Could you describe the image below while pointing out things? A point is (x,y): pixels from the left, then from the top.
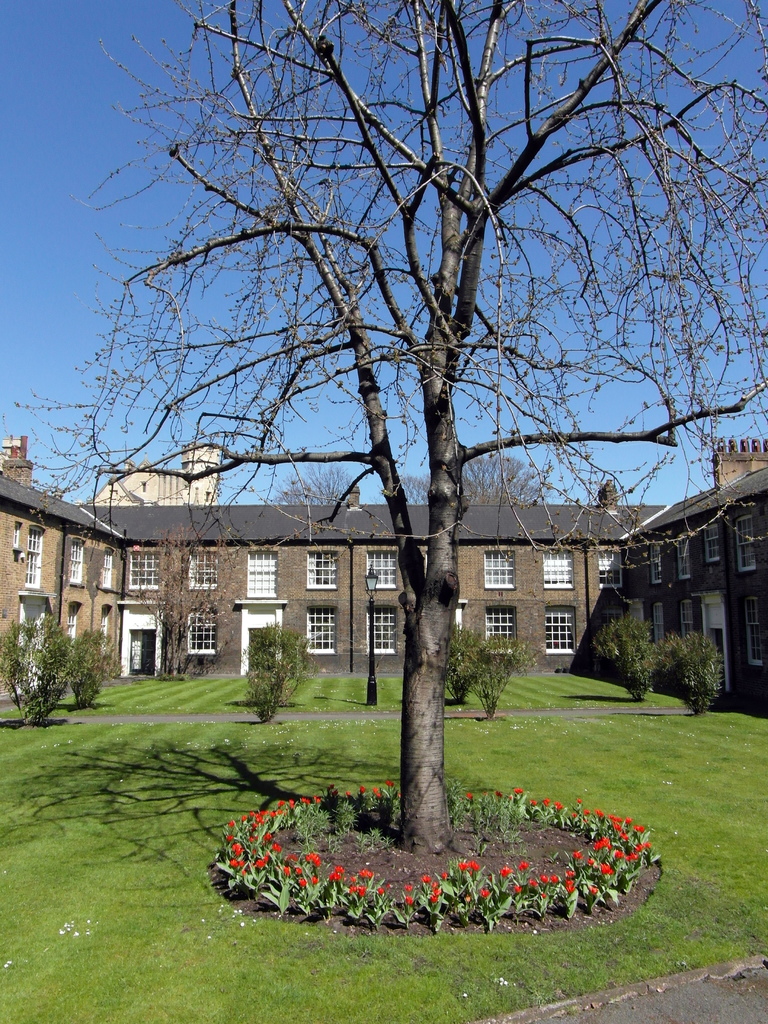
In this picture I can observe tree (423,670) in the middle of the picture (402,601). Around the tree (411,619) I can observe flowers (435,889) to the plants (313,897). I can observe some grass (176,807) on the ground (300,731). In the background (202,600) I can observe building (249,560) and sky (59,231).
